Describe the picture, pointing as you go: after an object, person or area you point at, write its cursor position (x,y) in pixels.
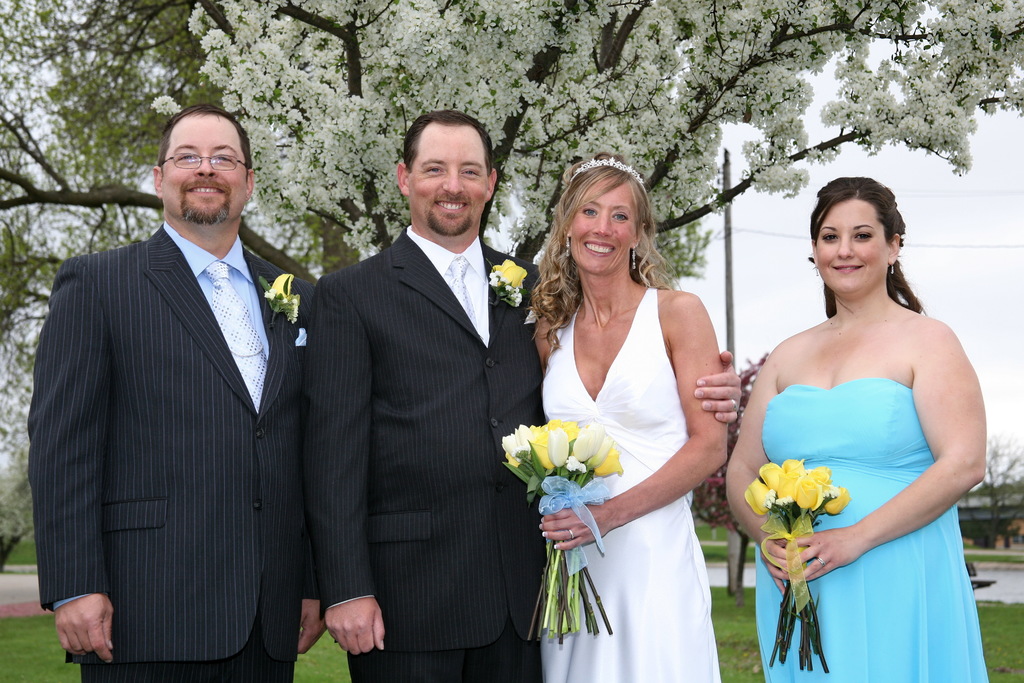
In this picture we can observe four members (513,375). All of them are smiling. Two of them are holding bouquets (604,484) in their hands (777,548). Two of them are men (446,402) and the remaining two are women (591,251). In the background (62,205) we can observe trees (528,75) and a pole (728,155). We can observe a sky (913,213).
